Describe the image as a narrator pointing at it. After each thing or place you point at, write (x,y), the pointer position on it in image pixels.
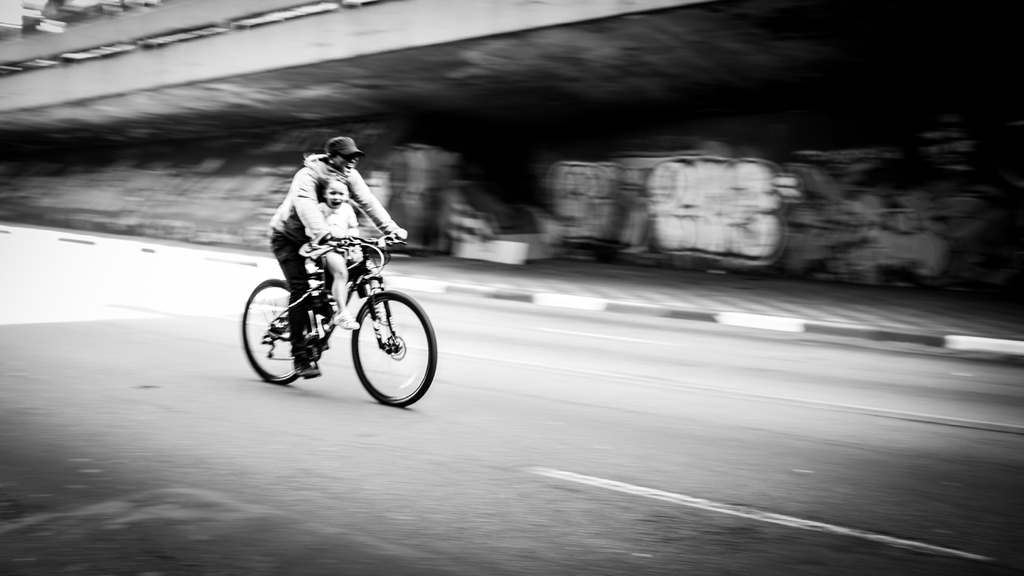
This is a blurred picture of a man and a girl (343,274) riding the bicycle (368,282) on the road (156,486).
